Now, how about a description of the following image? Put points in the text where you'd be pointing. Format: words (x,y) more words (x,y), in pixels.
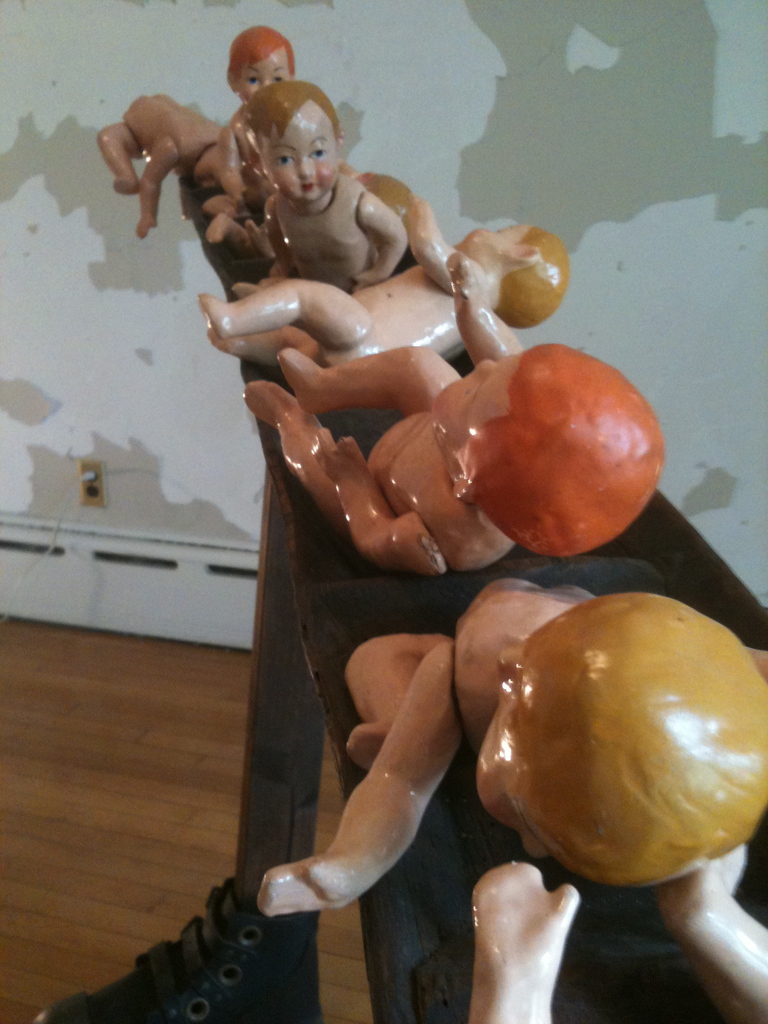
In this image, we can see some kids statues (394,405), there is a brown color floor (184,769) and in the background (584,207) there is a wall (617,175).
